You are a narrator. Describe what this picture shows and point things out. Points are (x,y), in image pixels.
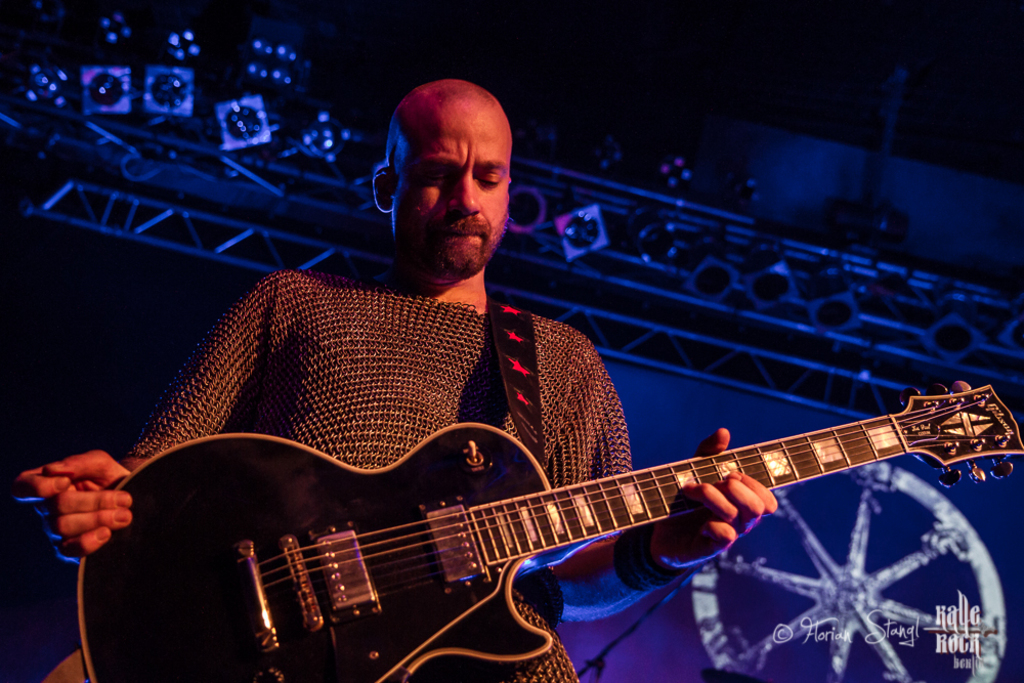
a person (423,367) is holding a guitar (331,530) which is black in color.
